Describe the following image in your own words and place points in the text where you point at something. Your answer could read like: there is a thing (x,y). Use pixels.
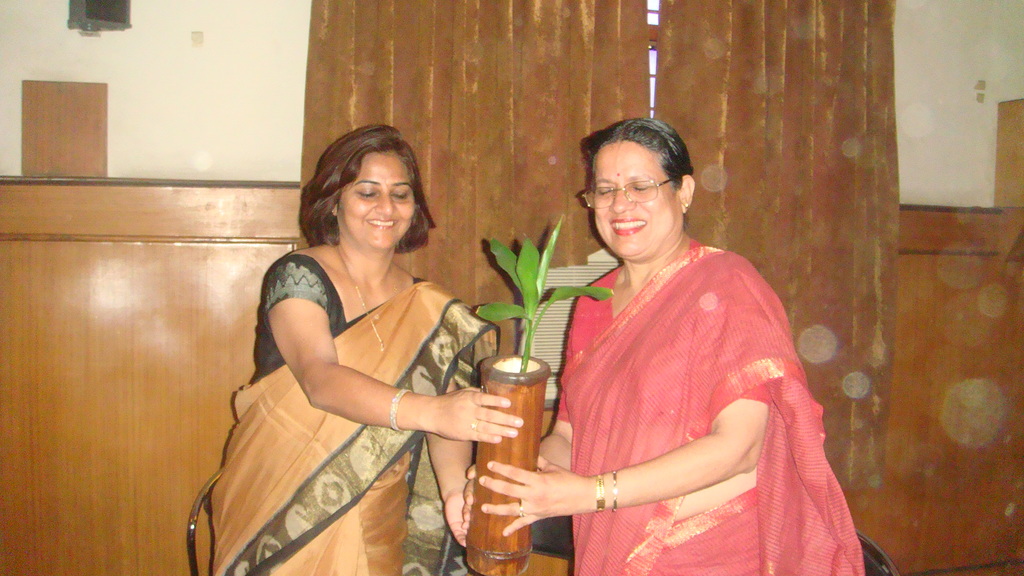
In this image in the foreground (284,374) there are two women (478,411) holding a flower pot (502,521), on which there is a plant (527,349), behind them there is a wall (247,115), curtain (592,30), wooden object (155,246).
